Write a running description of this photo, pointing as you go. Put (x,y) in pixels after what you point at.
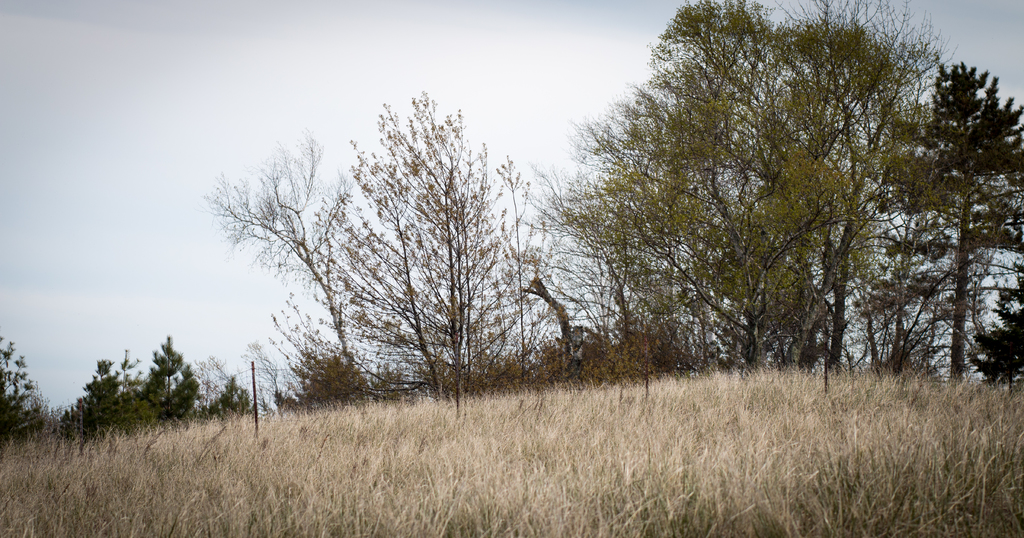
As we can see in the image there is dry grass (440,487), pole (256,408) and trees (837,295). At the top (305,103) there is sky (43,116).
